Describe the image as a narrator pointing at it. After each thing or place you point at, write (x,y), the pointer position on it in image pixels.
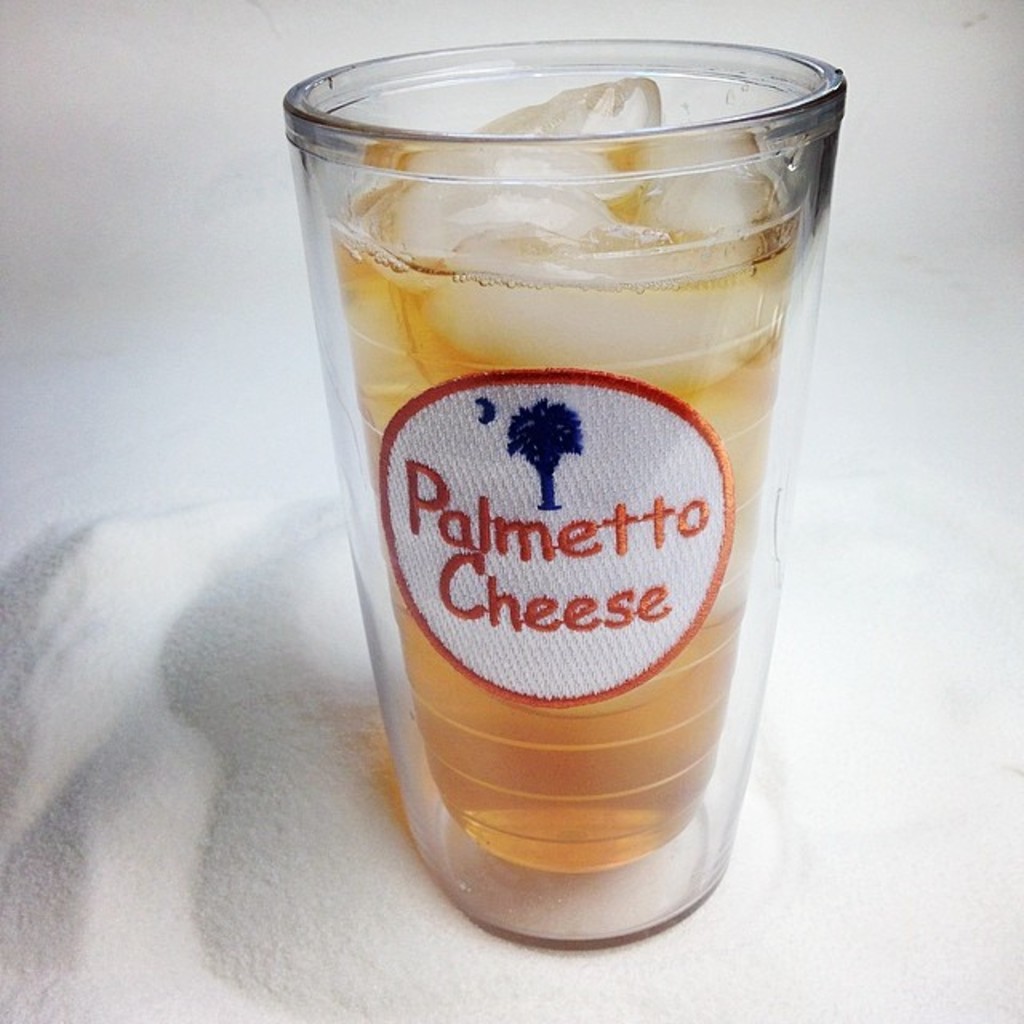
In this picture there is a tumbler (759,247). In the tumbler (678,660) we can see a drink (700,378) and ice (707,220). This tumbler (626,709) is kept on the sand (232,945).
